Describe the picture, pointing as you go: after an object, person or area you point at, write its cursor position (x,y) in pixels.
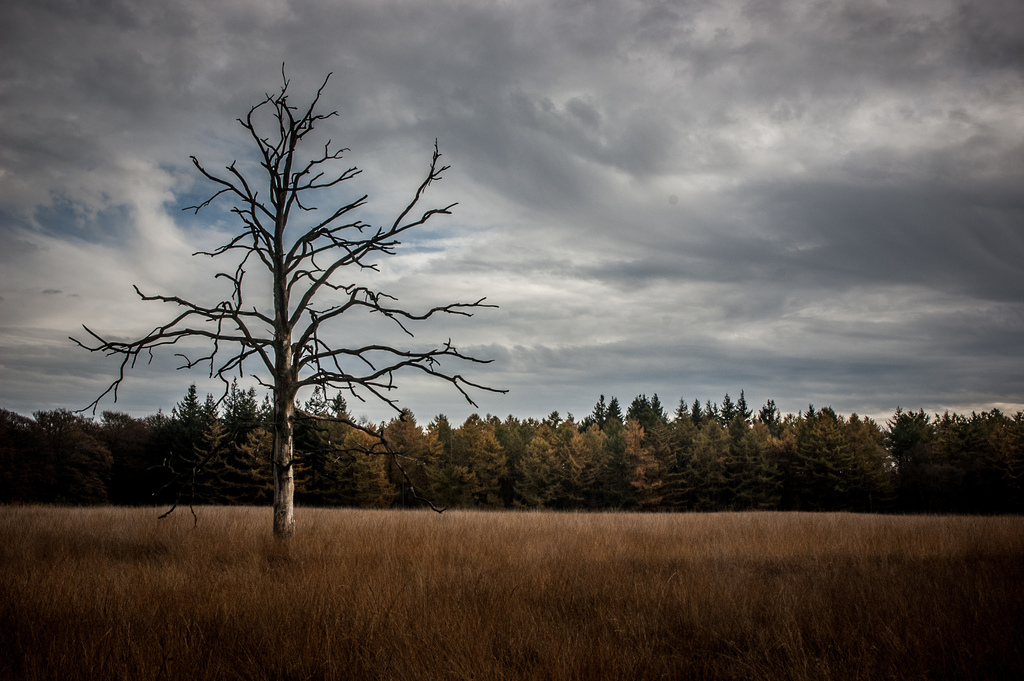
In this picture I can see trees (497,441) and grass (331,601) on the ground (263,574) and a tree (137,293) without leaves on the left side of the picture (255,331) and a cloudy Sky (510,227).
